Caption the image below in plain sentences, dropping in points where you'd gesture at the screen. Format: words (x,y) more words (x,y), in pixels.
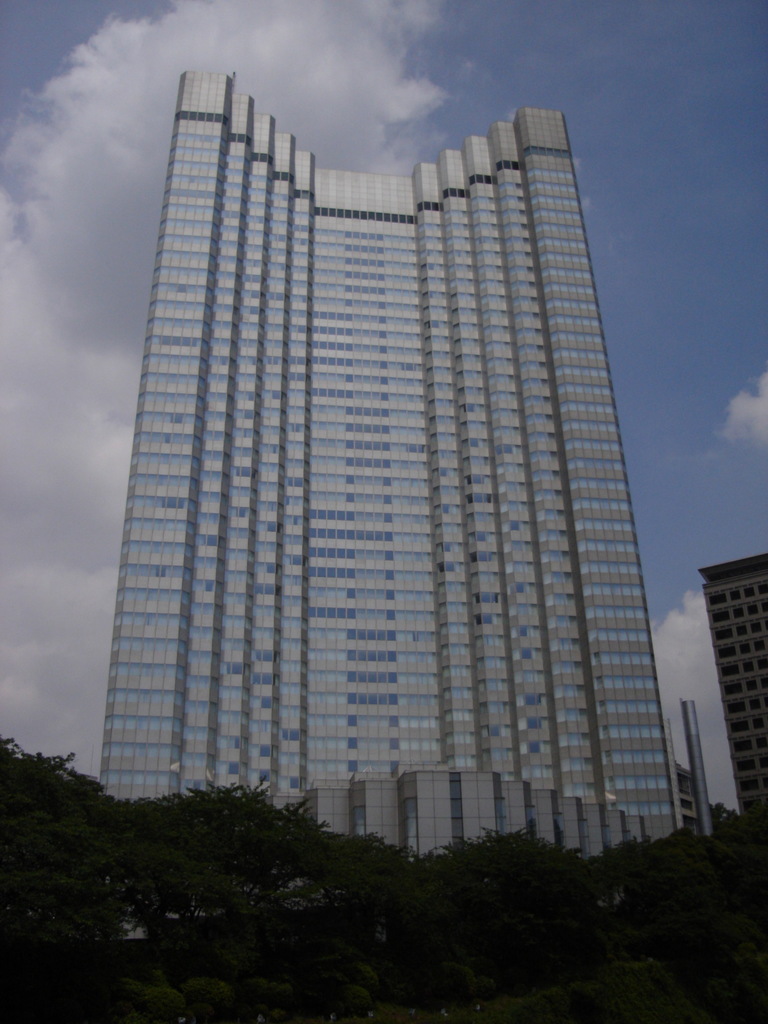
In this image I can see trees (508,931) in green color, at the background (335,444) I can see building (335,489) in white color, and the sky (385,131) is in blue and white color.
